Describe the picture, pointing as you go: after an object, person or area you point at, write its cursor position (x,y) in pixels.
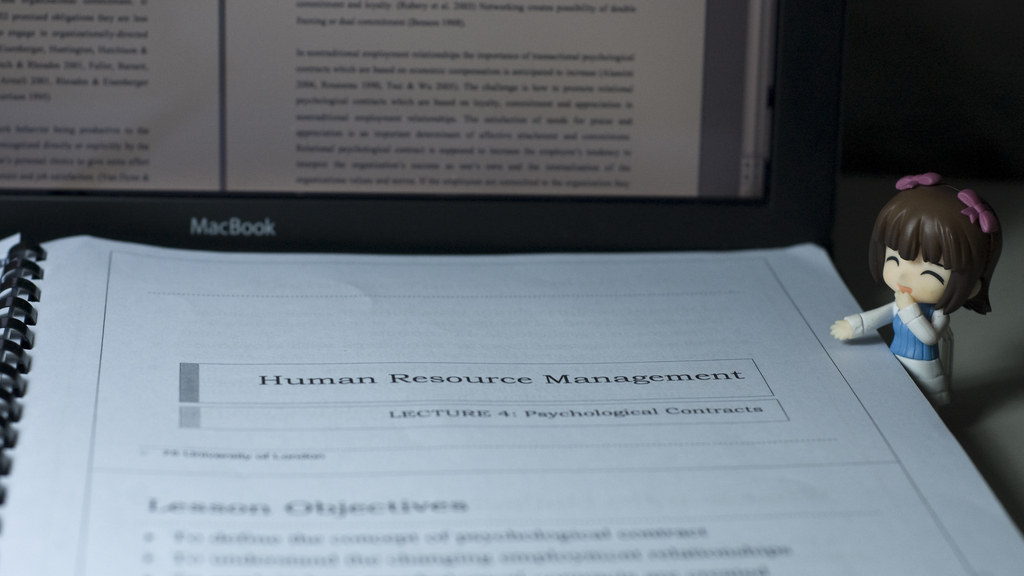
In this image there is a book (414,455). There is text (236,450) on the book (401,472). To the left (9,414) there is a spiral binding (32,322) to the book (550,391). To the right (937,334) there is a small doll (930,347) beside the book (859,369). In the background (454,192) there is a laptop (305,179). There is text (229,234) on the laptop (220,235).
